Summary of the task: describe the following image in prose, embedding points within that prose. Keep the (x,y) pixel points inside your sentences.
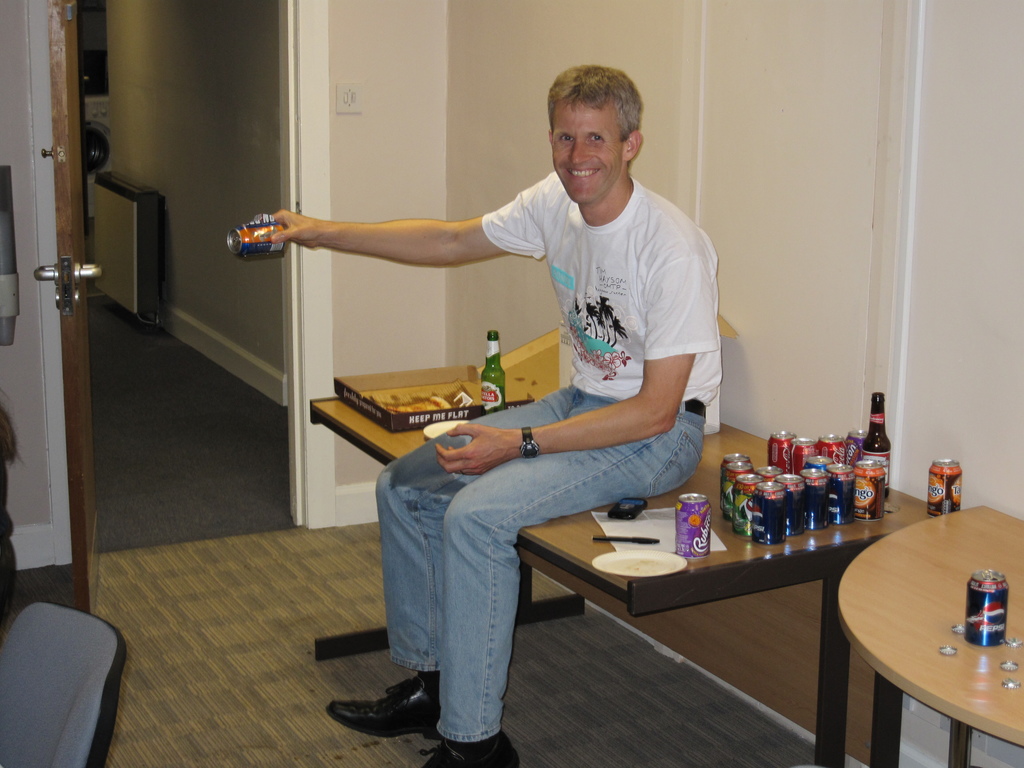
In this picture we can see man (588,379) sitting on table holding tin (230,234) in one hand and smiling and beside to him on table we have tins (828,460), bottles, plate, pen (624,537), paper (646,517), remote (615,516), box (467,392) and in background (290,102) we can see door (97,276), wall (733,186).
